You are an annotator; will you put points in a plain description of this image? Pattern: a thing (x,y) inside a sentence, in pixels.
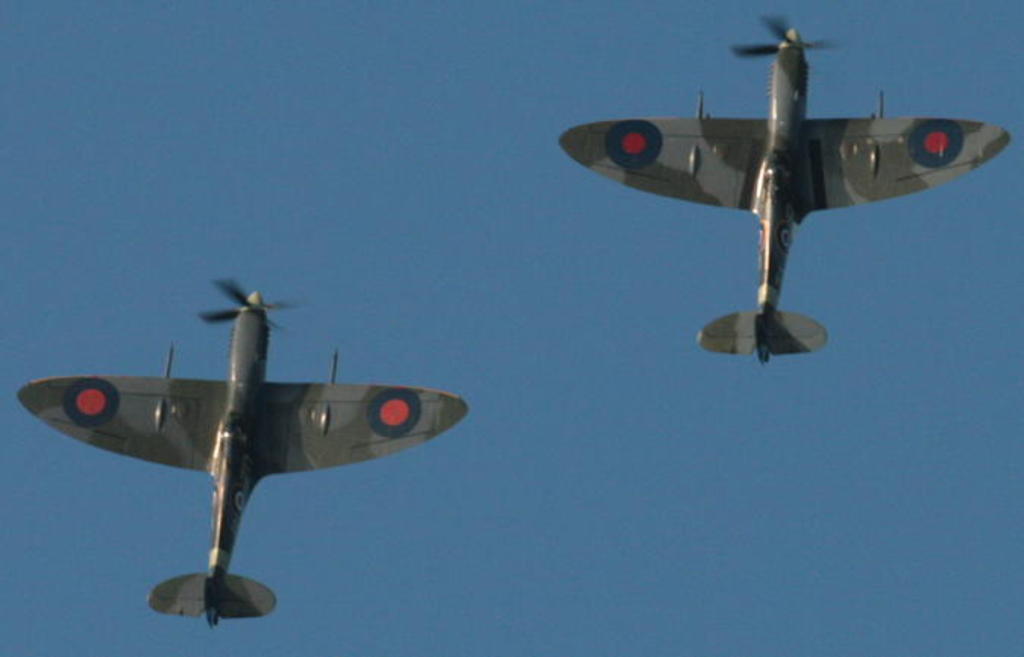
In this picture we can see two airplanes (874,139) flying in the sky (543,300).
